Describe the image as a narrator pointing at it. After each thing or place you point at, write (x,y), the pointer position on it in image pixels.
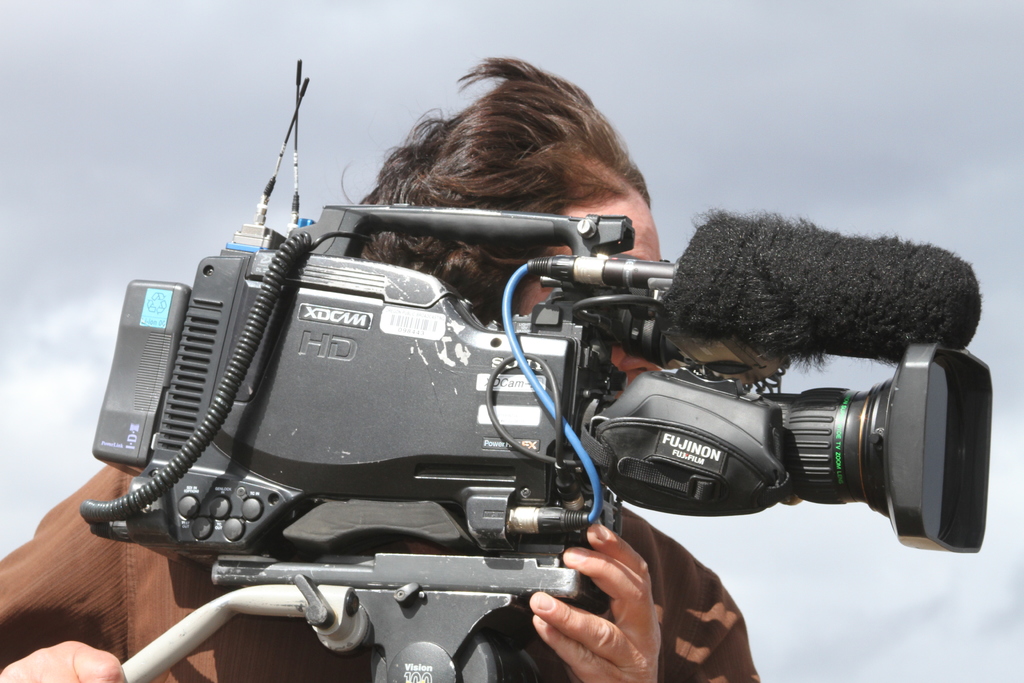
In this image I can see the person (207,589) with the brown color dress (263,639) and the person (241,641) is holding the camera (601,519). I can see the ash color background (797,119).
